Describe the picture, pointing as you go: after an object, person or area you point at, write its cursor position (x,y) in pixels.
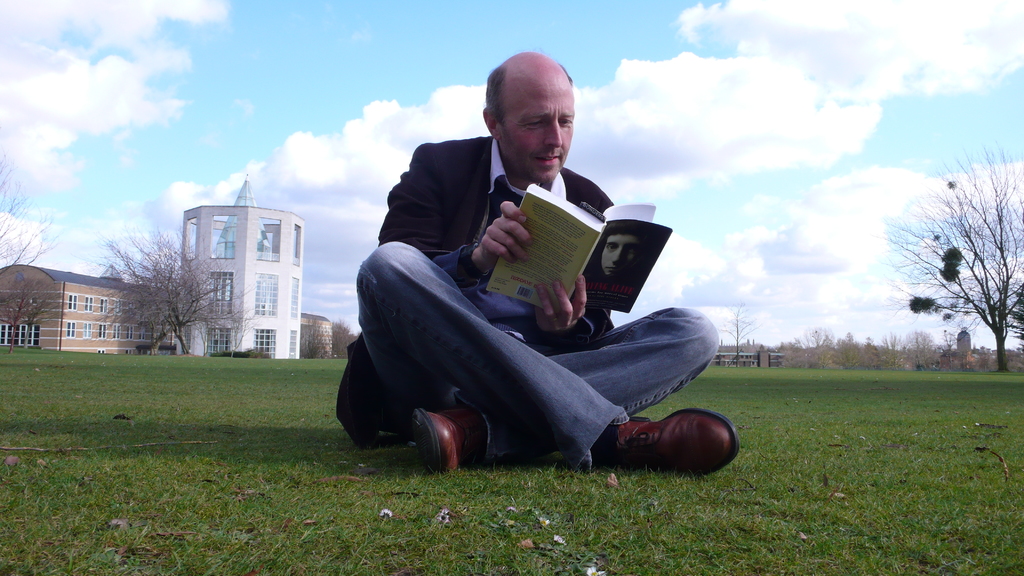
In this image I can see a person (448,264) wearing white, black and blue colored dress (451,256) is sitting on the ground (1,497) and holding a book (561,218). In the background (214,269) I can see few buildings (966,332), few trees (988,300) and the sky (806,146).
